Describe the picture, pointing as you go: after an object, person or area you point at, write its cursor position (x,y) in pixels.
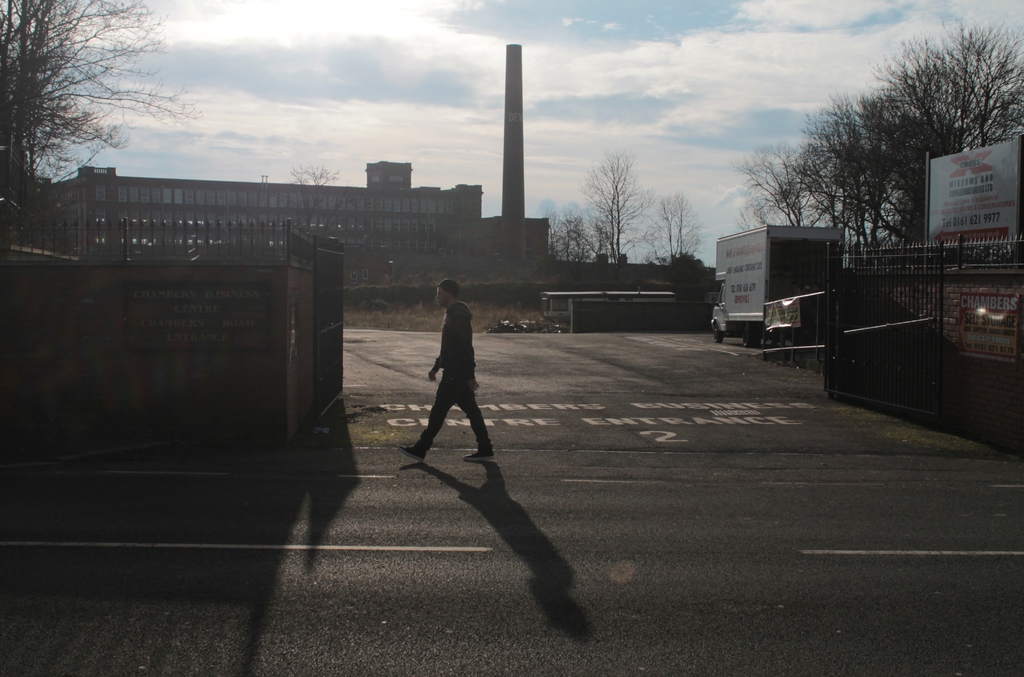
In this image in the center (453,378) there is a person (447,392) walking and there is a wall (224,393) and on the wall (234,401) there is a board (192,318) with some text (228,324) written on it and there is a gate (887,335) and on the top of the wall (1007,275) there is a fence (967,269). In the background (371,246) there are trees (591,244), there is a building (377,219), there is a tower (517,184). On the right side (792,269) there is a vehicle (771,271) and there is a board (983,195) with some text (974,217) written on it and the sky (784,116) is cloudy.
